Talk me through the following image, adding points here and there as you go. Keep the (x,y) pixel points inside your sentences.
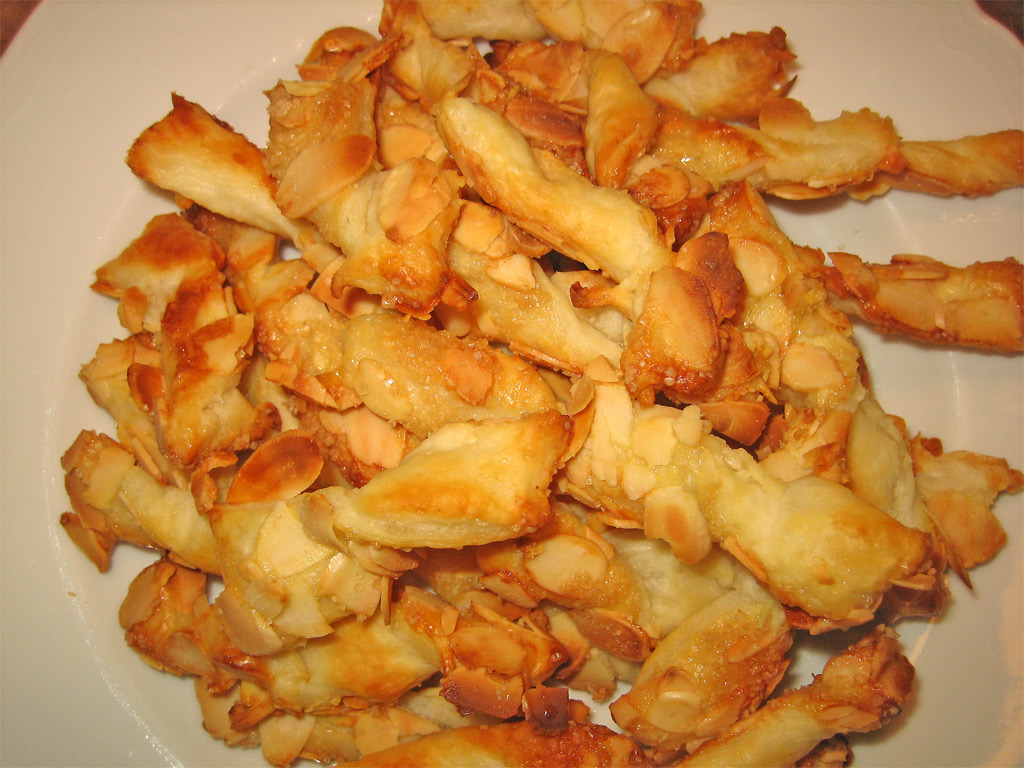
This image consists of food (538,419) which is in the center (490,325) on the plate (955,449) which is white in colour.
